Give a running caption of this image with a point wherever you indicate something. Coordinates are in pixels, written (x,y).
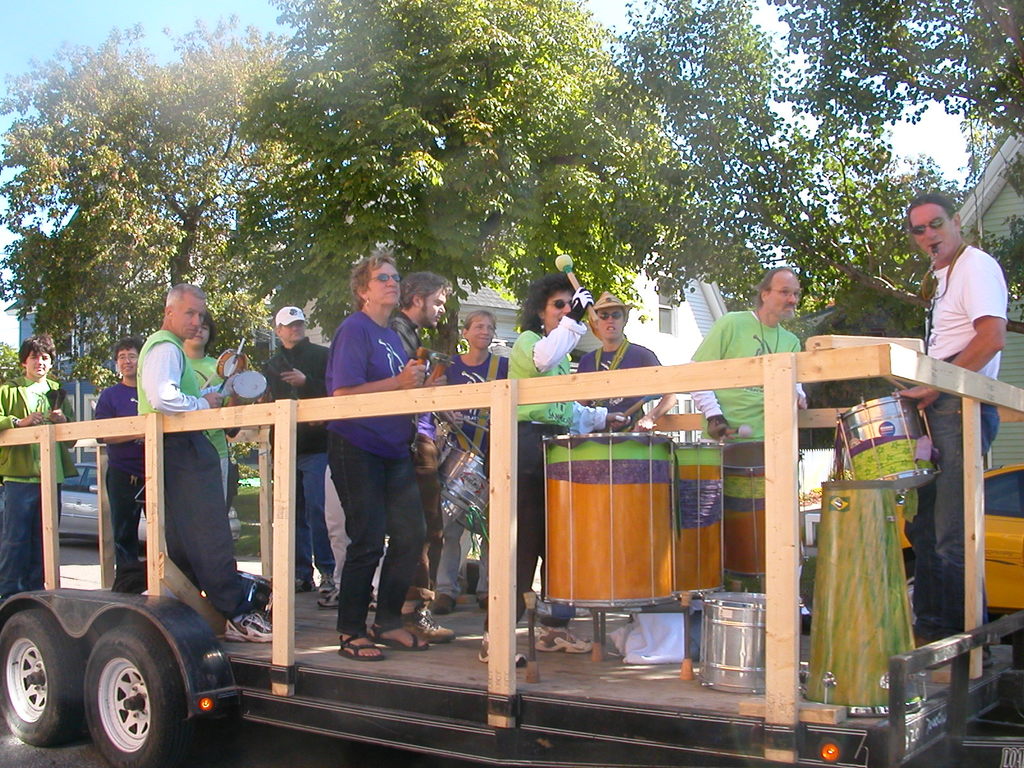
In this image In the middle (499,500) there is a vehicle (252,718) on that there are many people (542,430), drumsticks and some musical instruments (629,489). In the background (979,217) there are houses (980,214), trees (523,208) and sky (53,29).
